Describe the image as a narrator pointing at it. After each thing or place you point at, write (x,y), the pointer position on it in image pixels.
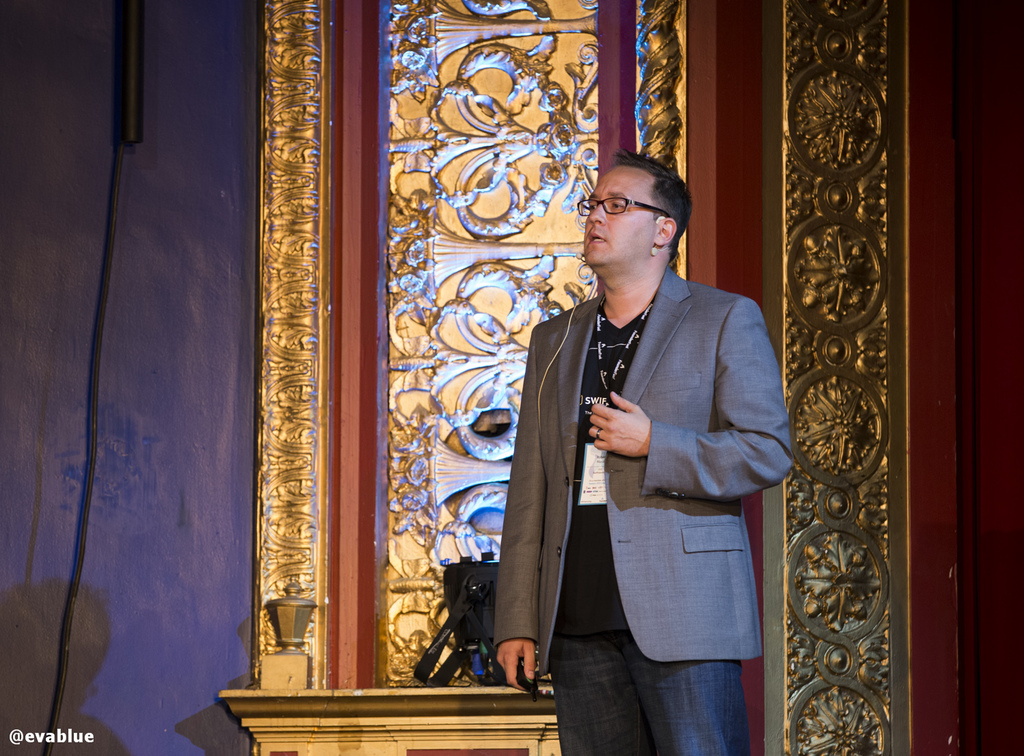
In this image I can see the person (594,515) standing and wearing the grey and black color dress (647,539) and also the specs (585,211). To the side I can see the black color bag (468,626). In the back (332,225) there is a gold and brown color object (291,291) to the wall (138,491).
